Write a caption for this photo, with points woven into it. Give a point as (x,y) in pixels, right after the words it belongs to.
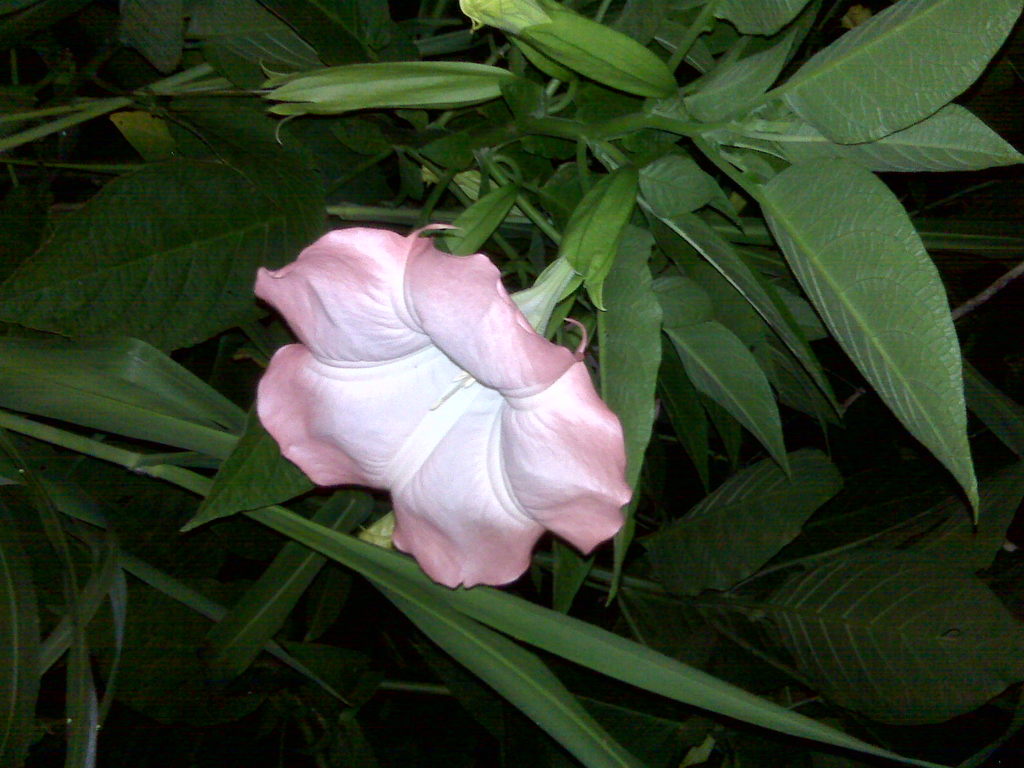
In the center of the image (444,345) we can see a flower (480,456) and there are plants (104,602).
